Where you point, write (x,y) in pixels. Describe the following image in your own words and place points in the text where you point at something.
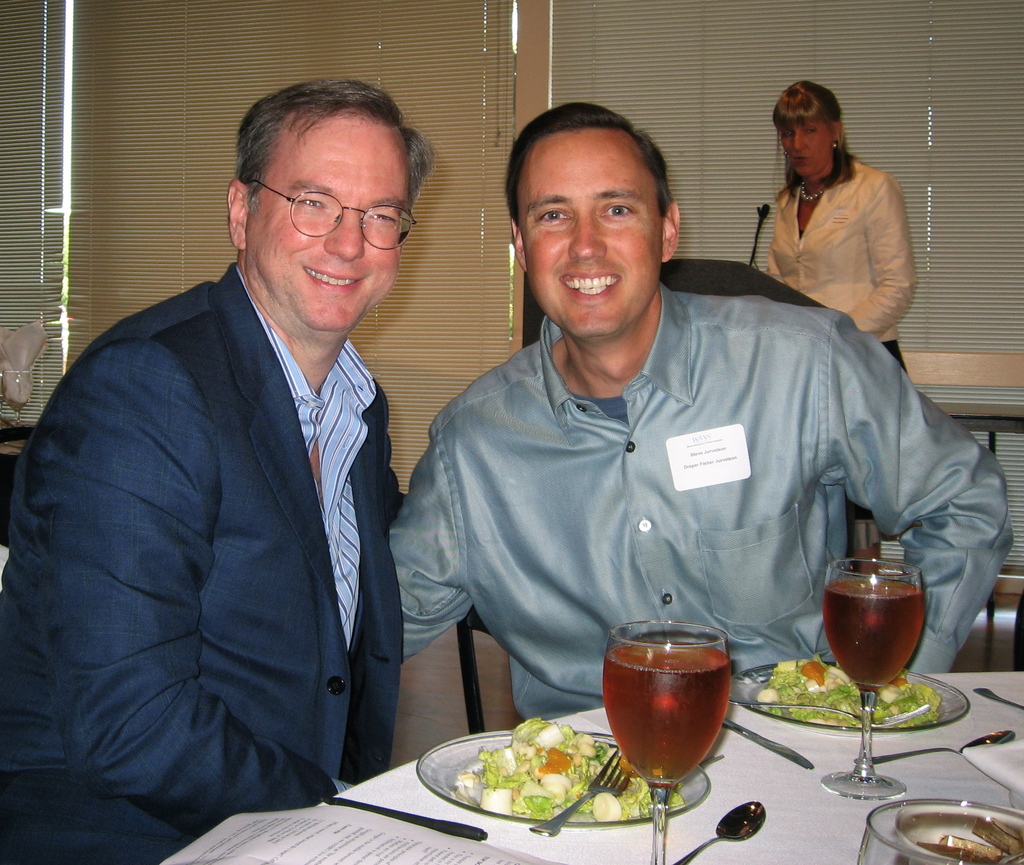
In this image there are two people (560,441) sitting around the table (715,795), on the table (730,803) there are some food items (593,772) on the plates (589,815), glasses (633,763) with some drink (646,755), papers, spoons (709,842), forks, there is a person (828,227) standing behind them and the glass doors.
